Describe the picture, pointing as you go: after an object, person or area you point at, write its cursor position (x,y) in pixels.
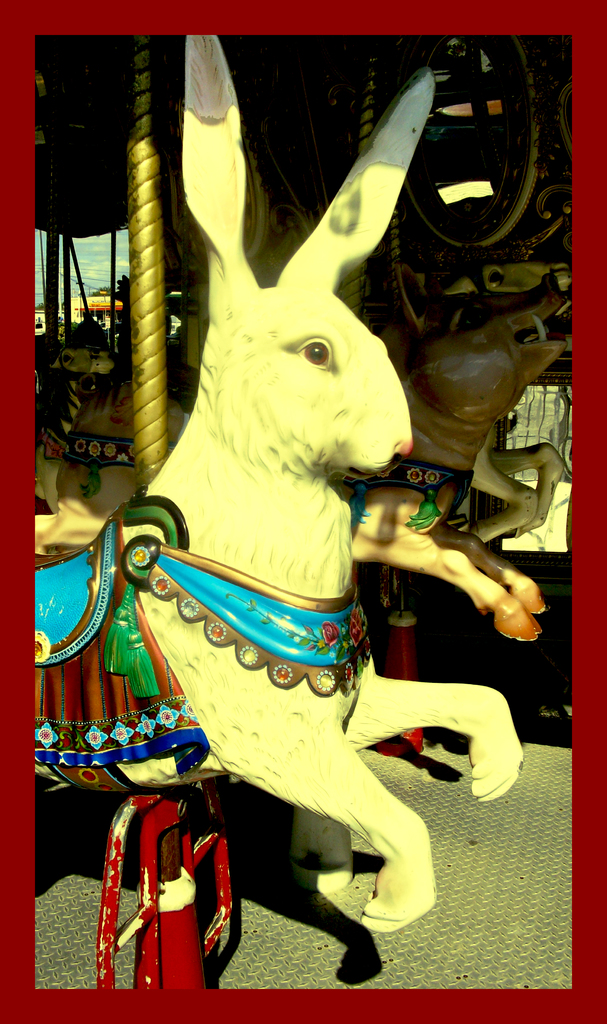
In this image I can see there is an object (286,281) in the shape of a rabbit. At the back side (468,463) there is another object (428,475) in the shape of an animal.
